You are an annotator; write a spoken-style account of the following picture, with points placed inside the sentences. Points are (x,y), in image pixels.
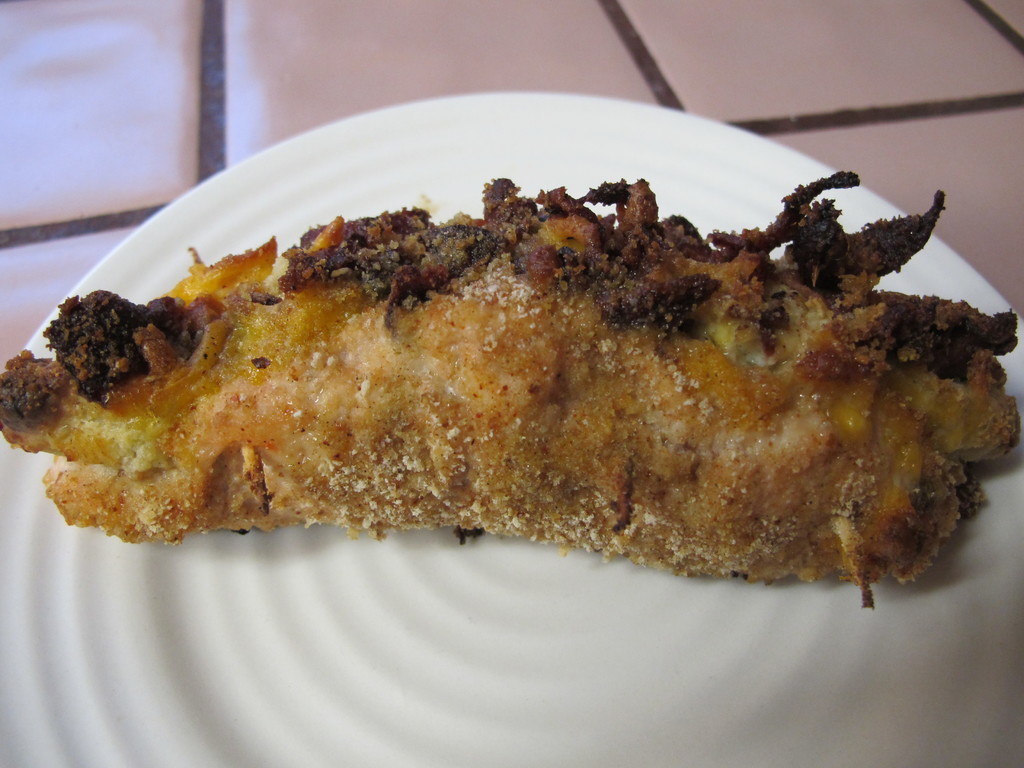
In this picture we can see a white plate (269,535) with food (145,419) on it and this plate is placed on a surface (464,29).
